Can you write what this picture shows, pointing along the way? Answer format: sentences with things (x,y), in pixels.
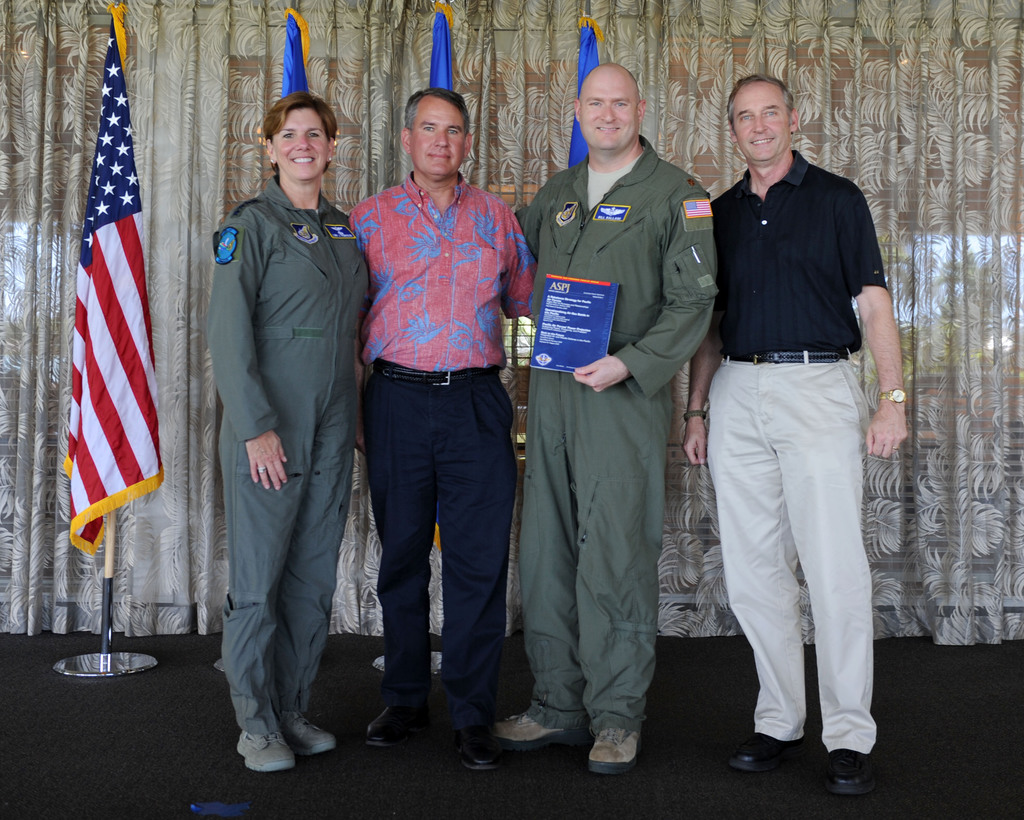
In this image we can see people (358,433) standing and smiling. The man (634,420) standing in the center (617,373) is holding a board (562,366). In the background (135,447) there are flags (150,447) and we can see a curtain (718,125).
